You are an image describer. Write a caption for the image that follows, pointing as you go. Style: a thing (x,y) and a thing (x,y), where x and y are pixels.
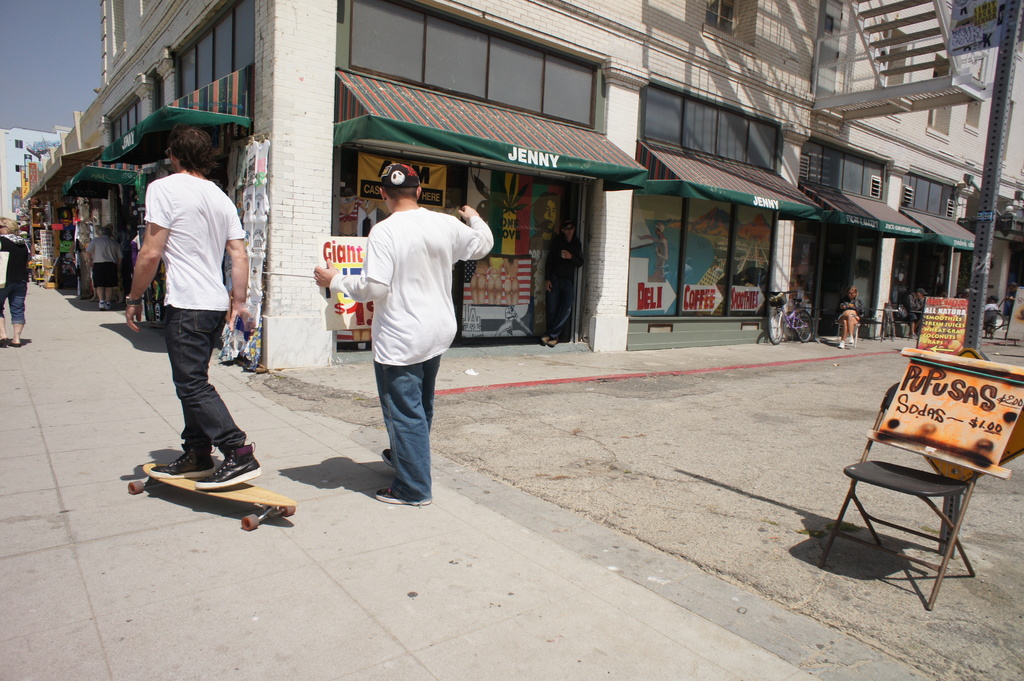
In this picture we can see some people (382,285) are walking and some people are sitting. A person (179,273) is skating with the skateboard (176,479). On the right side of the people (393,333) there is a chair (876,427), boards (926,437), a bicycle (776,318) and buildings (510,60). Behind the buildings (828,301) there is the sky (30,32).
